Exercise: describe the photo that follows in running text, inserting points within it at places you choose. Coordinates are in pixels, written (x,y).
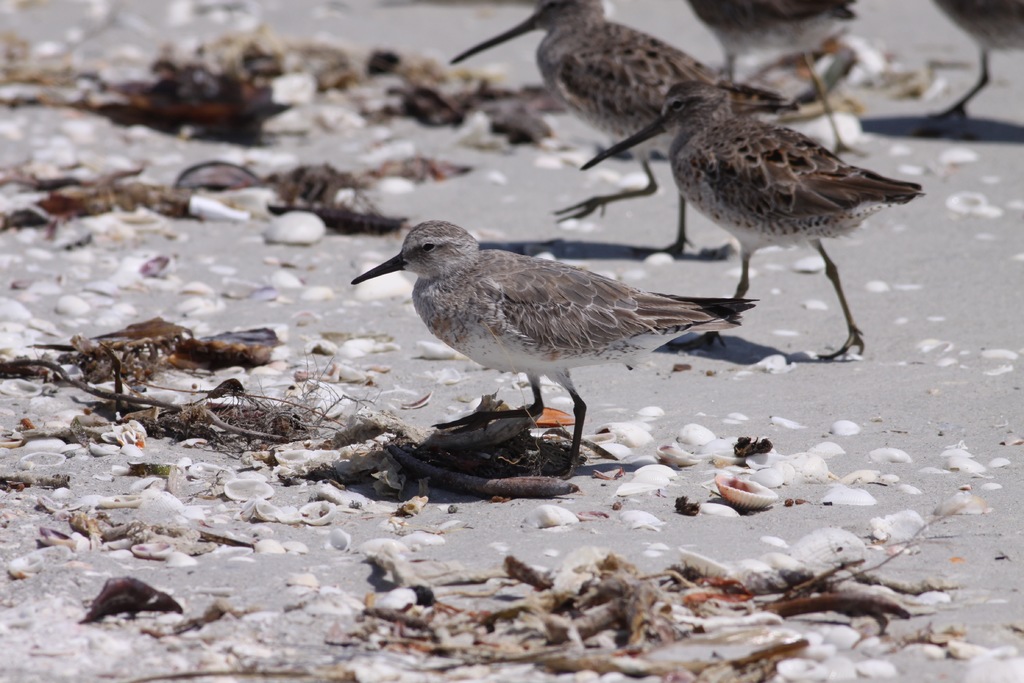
In this picture we can see few birds (500,361) and shells (565,524).
